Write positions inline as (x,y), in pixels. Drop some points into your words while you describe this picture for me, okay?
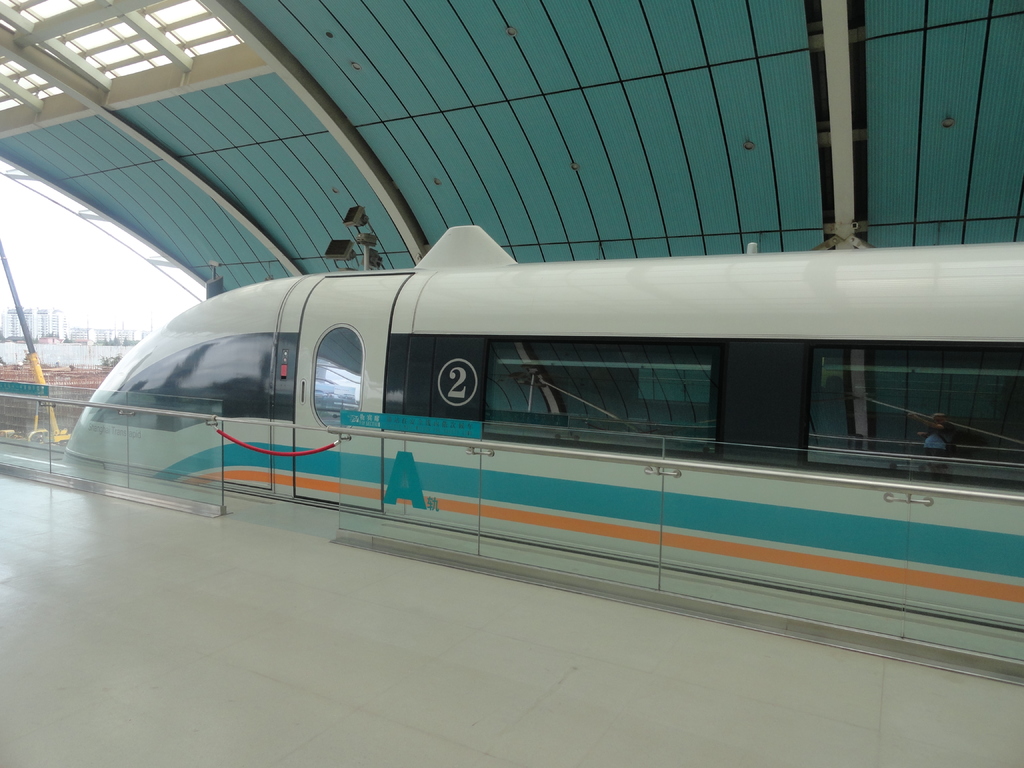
In this image we can see a train (600,475) on the track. We can also see a fence (721,608), the floor (679,671), lights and a roof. On the left side (86,278) we can see a pole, some buildings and the sky (71,315).
